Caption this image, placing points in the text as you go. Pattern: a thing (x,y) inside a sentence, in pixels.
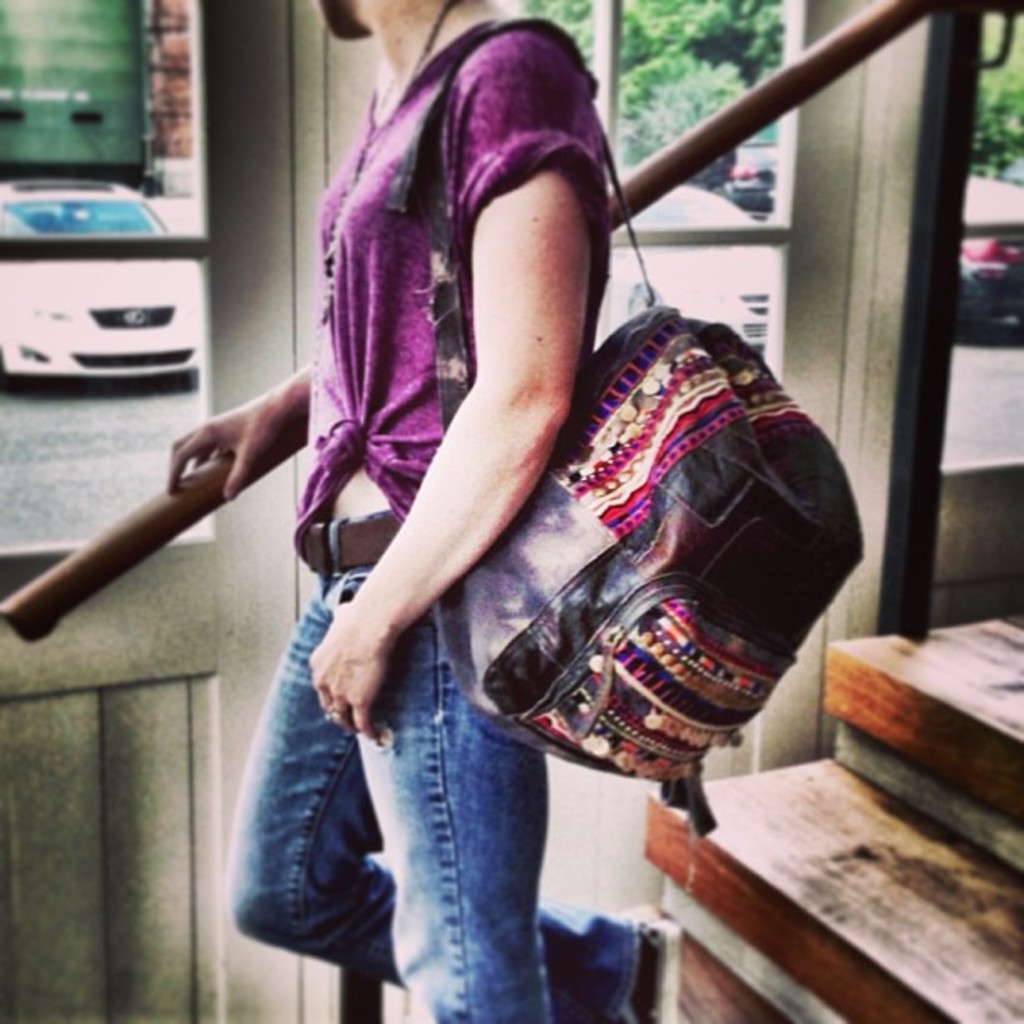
This person (496,73) wore bag (488,586). Through this glass windows (713,30) we can see trees (732,60) and vehicles (668,261).
